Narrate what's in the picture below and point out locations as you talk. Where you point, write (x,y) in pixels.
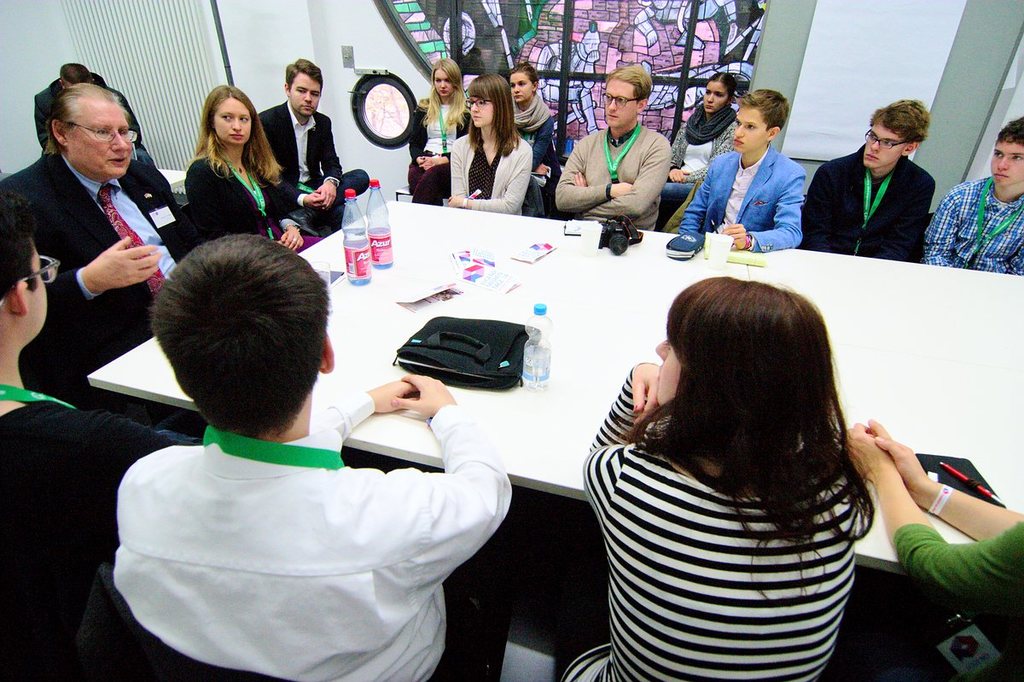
In this image I can see group of people (139,241) sitting, the person (319,594) in front (317,579) wearing white shirt (321,600). I can also see few bottles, bags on the table (913,397) and the table (557,476) is in white color. Background (537,12) I can see a glass window (556,43) and the wall (288,45) is in white color.
